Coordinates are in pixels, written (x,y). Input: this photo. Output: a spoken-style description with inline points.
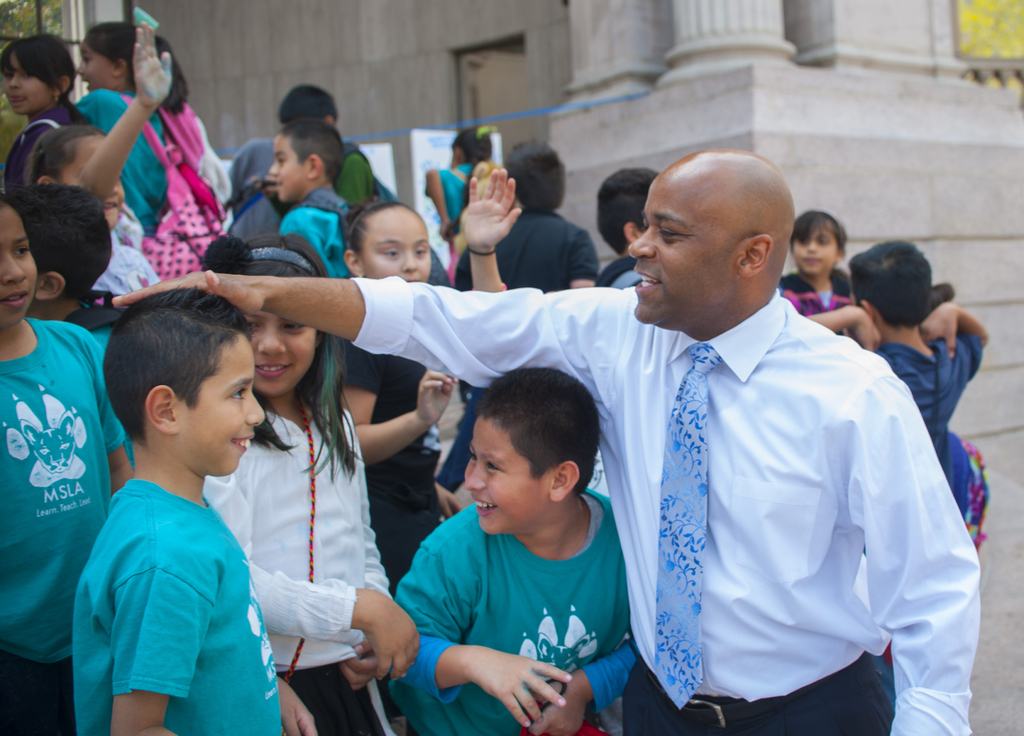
People (332,275) are standing. A person (691,512) at the right (756,591) is wearing a white shirt (742,462) and a tie (678,524). Behind them there is a building (593,160).
